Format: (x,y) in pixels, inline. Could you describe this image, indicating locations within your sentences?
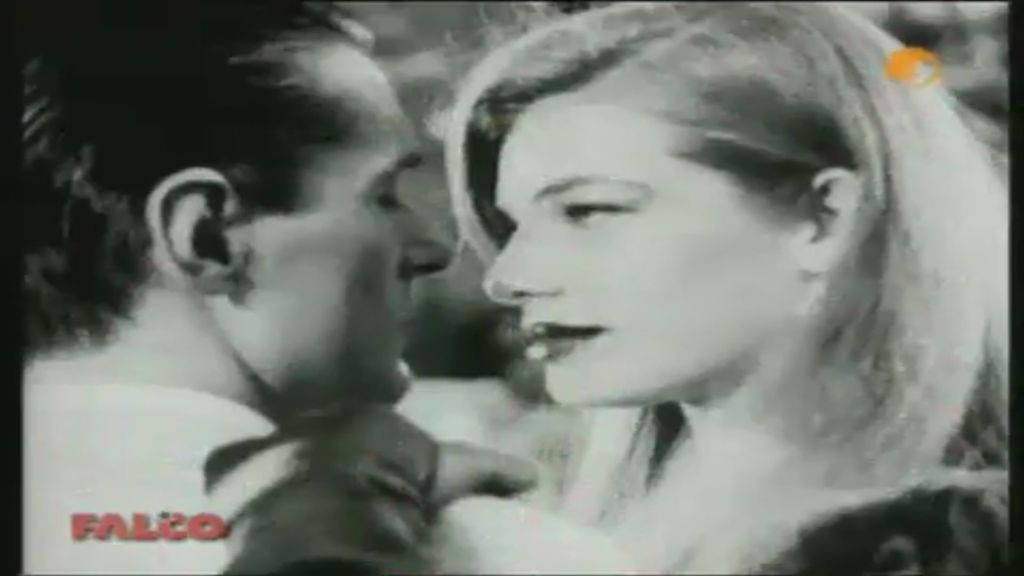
This is a black and white image. In this image we can see man (375,463) and woman (716,449).
